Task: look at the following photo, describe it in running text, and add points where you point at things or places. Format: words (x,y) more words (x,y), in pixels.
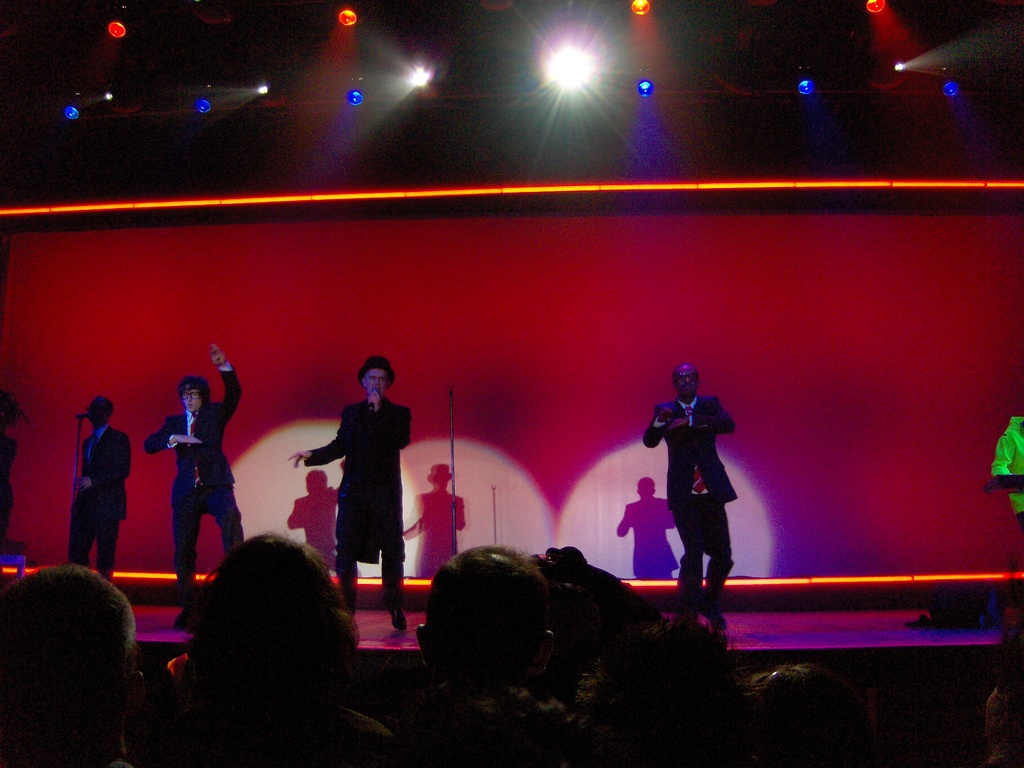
In this picture there is a man (363,390) who is wearing a black dress (361,407) and holding a mic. Beside him there are three persons (98,475) who are dancing. At the bottom (607,628) there is a man (606,633) who is holding a camera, beside him i can see some peoples (16,646) were watching the show. On the right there is a man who is wearing green jacket (1021,433) and he is playing the piano (1002,484). At the top (920,64) i can see the focus lights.
